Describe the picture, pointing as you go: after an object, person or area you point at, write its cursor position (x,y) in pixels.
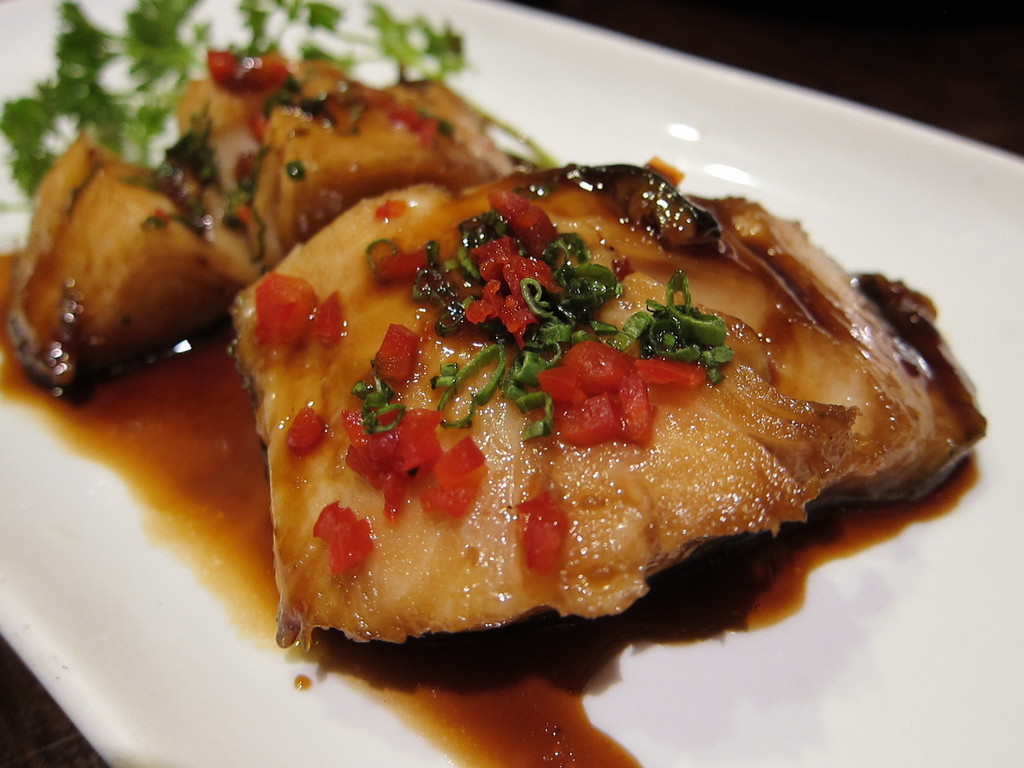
In the picture we can see a plate (995,367) on it, we can see some cooked fish (366,220) with some sauce (725,601) and some vegetable garnish (640,413) on it.
